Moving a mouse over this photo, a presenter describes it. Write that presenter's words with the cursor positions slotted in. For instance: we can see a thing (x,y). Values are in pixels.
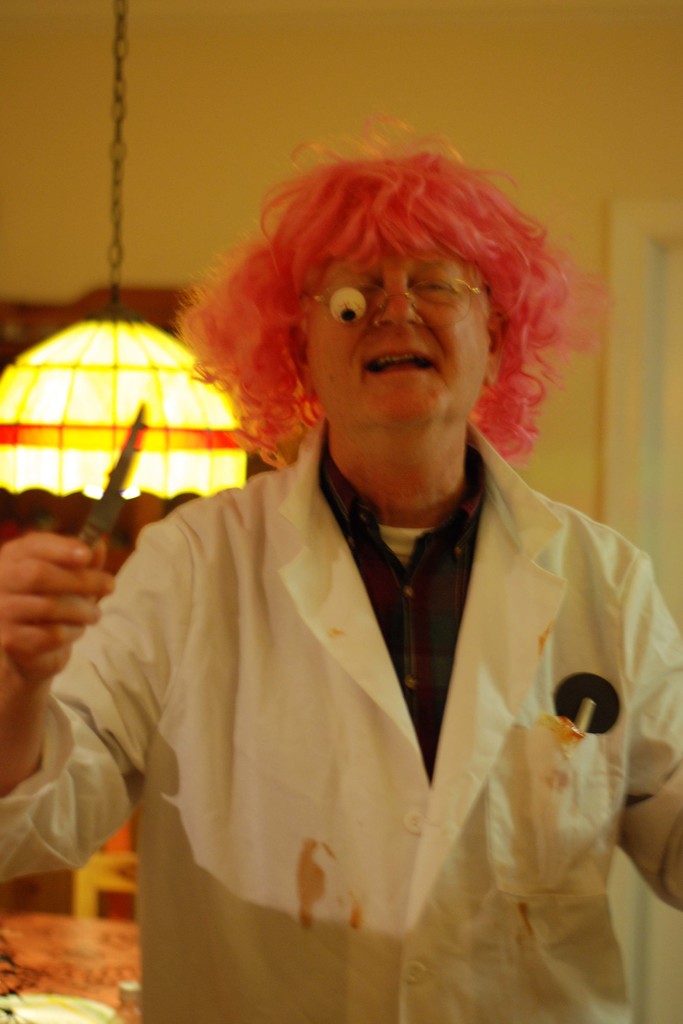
In this image, we can see a person (506,671) wearing clothes (494,709) and holding an object (105,498) with his hand (92,594). There is a light (122,394) on the left side of the image (137,458).
